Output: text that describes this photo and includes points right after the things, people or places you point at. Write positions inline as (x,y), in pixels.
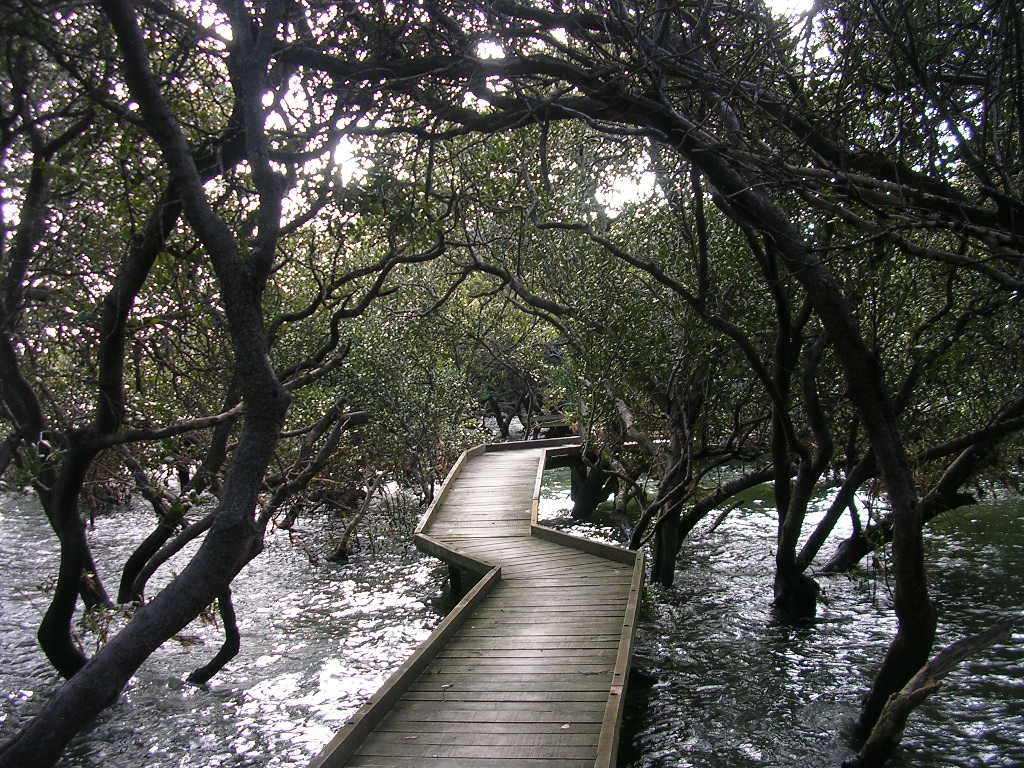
There is a wooden pier (508,510) at the center (497,496) and there is water (738,554) and trees (708,398) on the either sides of the water (880,591).
